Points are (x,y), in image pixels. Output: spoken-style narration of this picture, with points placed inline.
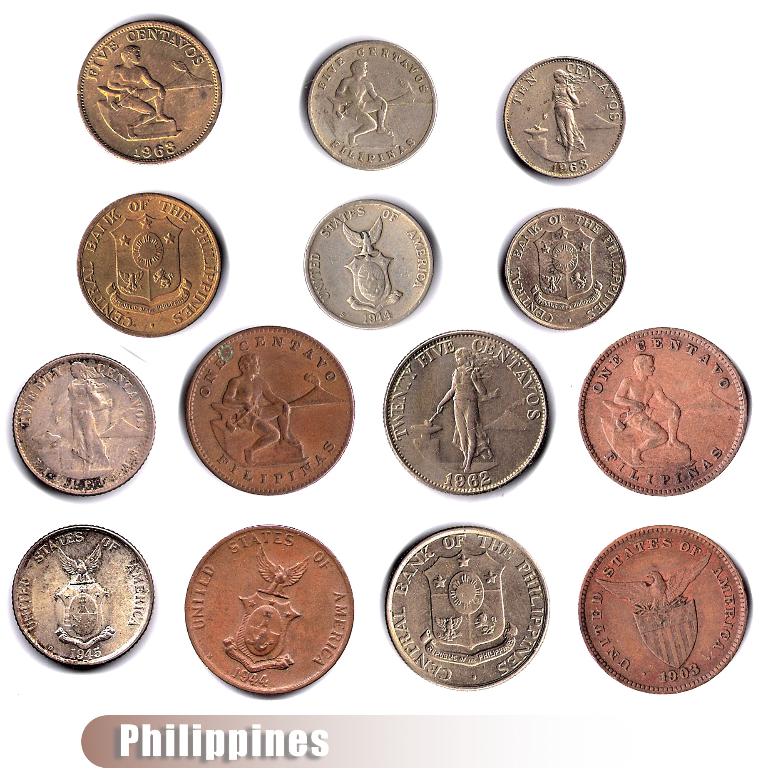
In this image there are coins (247,371) with some text (69,486) and pictures (102,428) on it. There is some text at the bottom of the image (167,749).
